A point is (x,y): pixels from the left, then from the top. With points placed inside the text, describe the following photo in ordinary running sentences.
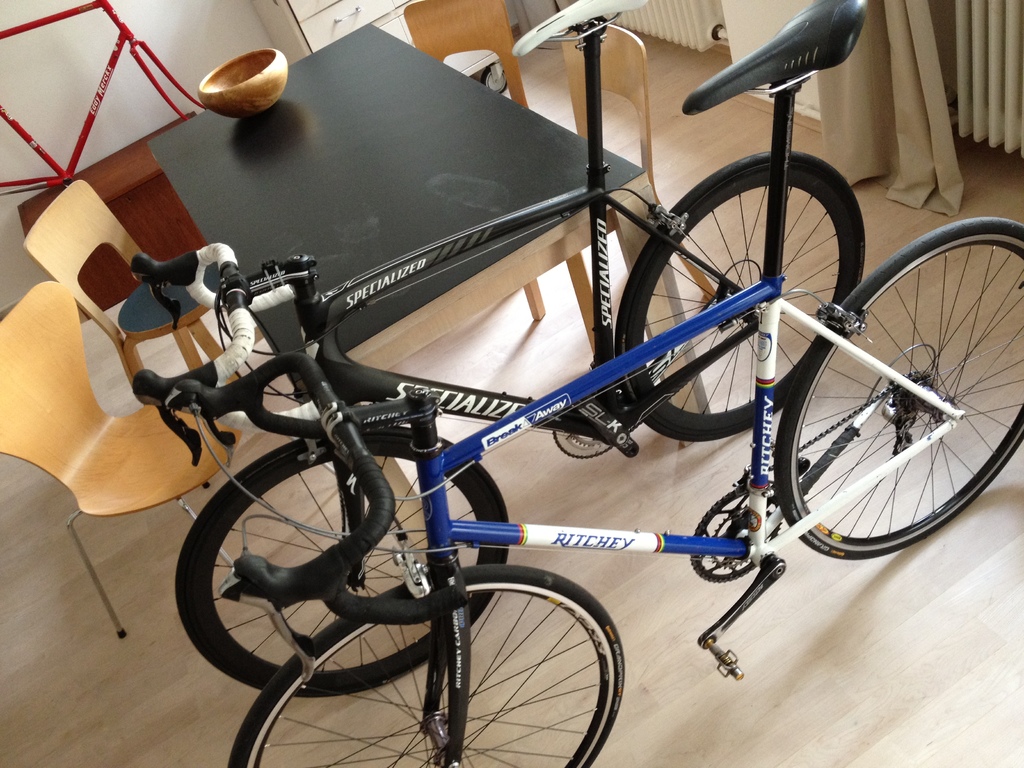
In this image in front there are two cycles (363,630) on the floor (847,649). Behind the cycles (387,439) there is a table (348,125). On top of the table (294,91) there is a bowl (244,73). There are chairs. In the background of the image (118,156) there is a wooden table (136,173) and on top of the table (109,172) there is an object (93,125). Behind the table (120,149) there is a wall (150,34). On the right side of the image (874,88) there are curtains (894,118).
